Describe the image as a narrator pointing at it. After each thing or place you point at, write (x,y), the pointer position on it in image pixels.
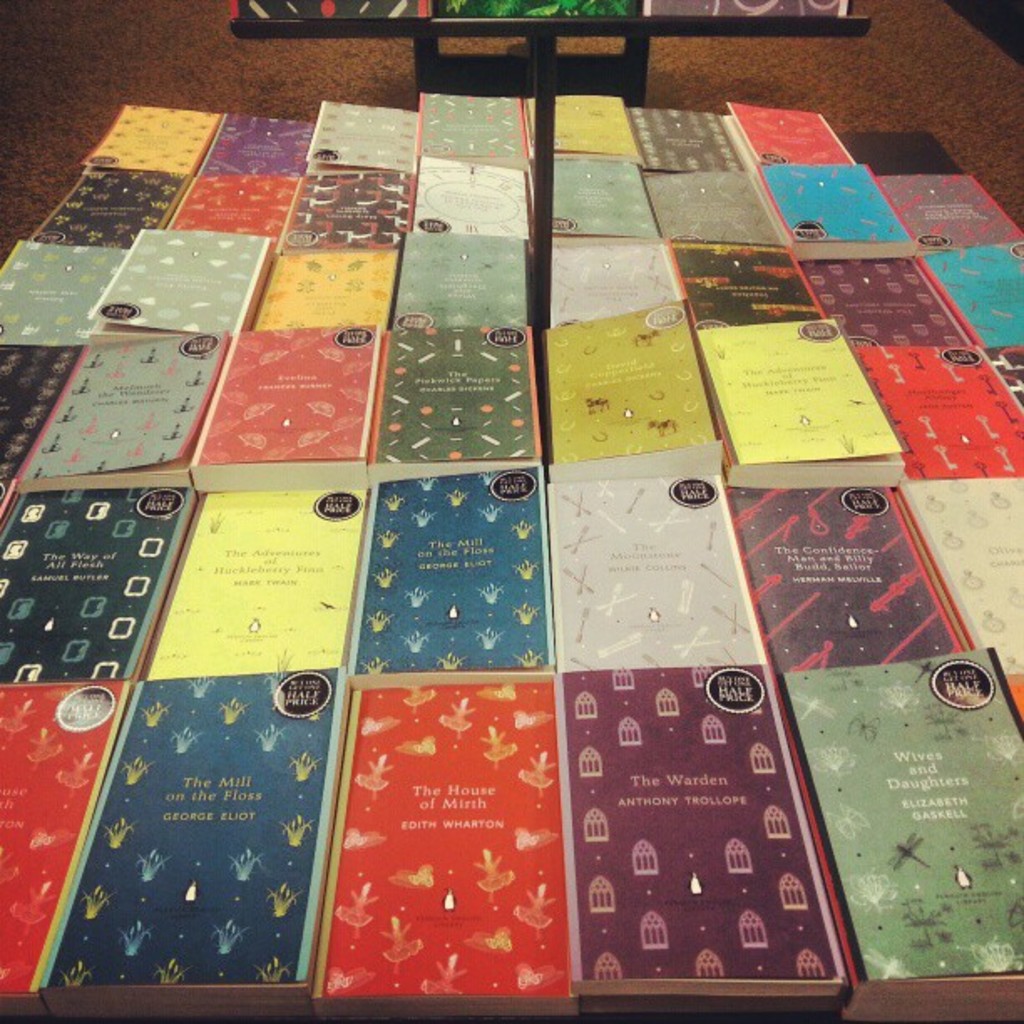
In the center of the image (606,568) we can see books (595,416) placed on the table (901,159).
